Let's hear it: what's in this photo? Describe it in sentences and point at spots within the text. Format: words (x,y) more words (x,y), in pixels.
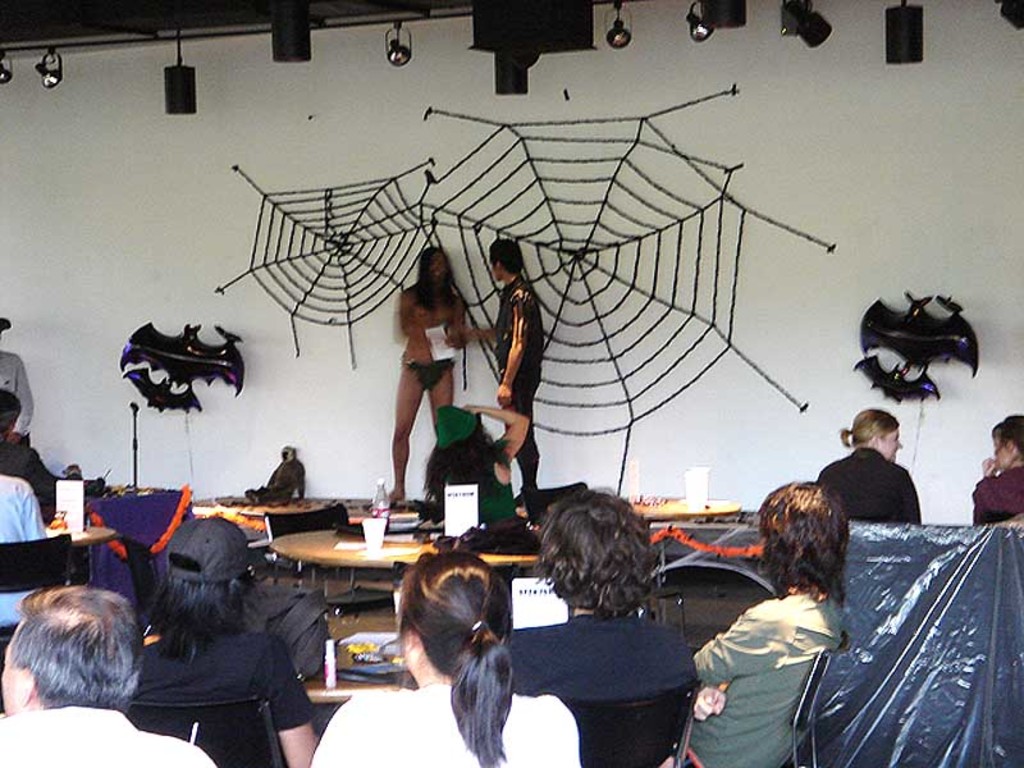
In the picture there are few people (572,549) sitting around the tables (359,564) and in front of them there is a wall (656,368) and on the wall (212,300) there are artificial spider webs (562,284) and bat man toys (203,346). In front of the wall (476,367) there are two people (508,354) standing and there are different lights (892,26) hanged to the roof (17,11) of the room (716,10).
